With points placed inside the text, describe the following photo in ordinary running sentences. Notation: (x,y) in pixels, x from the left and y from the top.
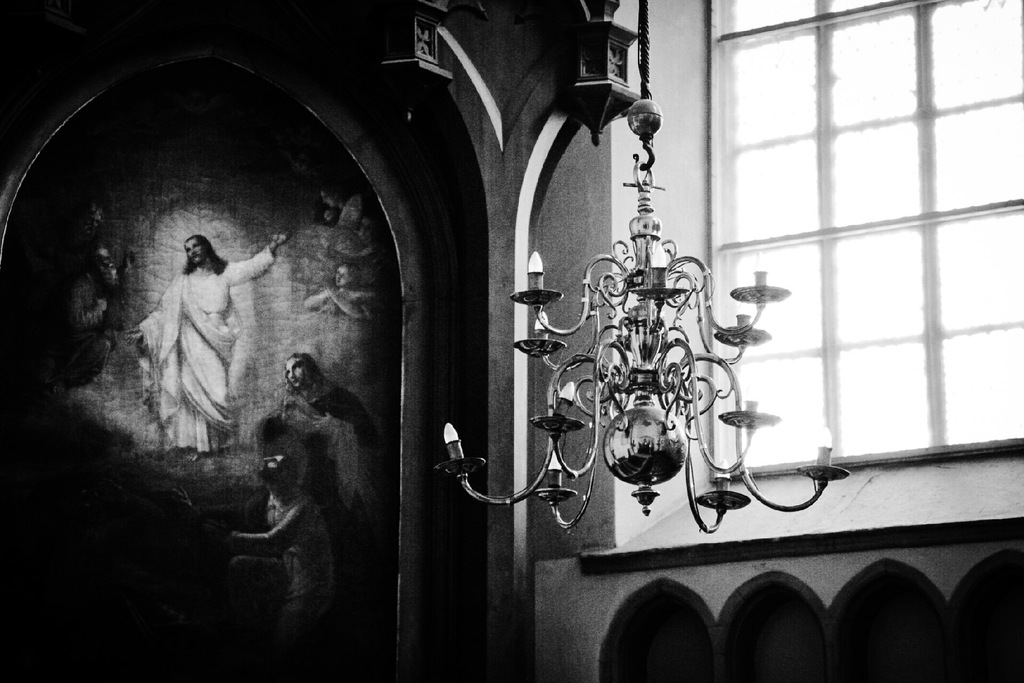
Here this picture is a black and white image, in which on the left side (155,373) we can see pictures (180,316) of Jesus (192,298) and other people (319,368) on the wall (592,159) and in the middle (592,258) we can see a chandelier (641,341) hanging and on the right side (936,236) we can see a window (763,186) present on the building (969,554).
